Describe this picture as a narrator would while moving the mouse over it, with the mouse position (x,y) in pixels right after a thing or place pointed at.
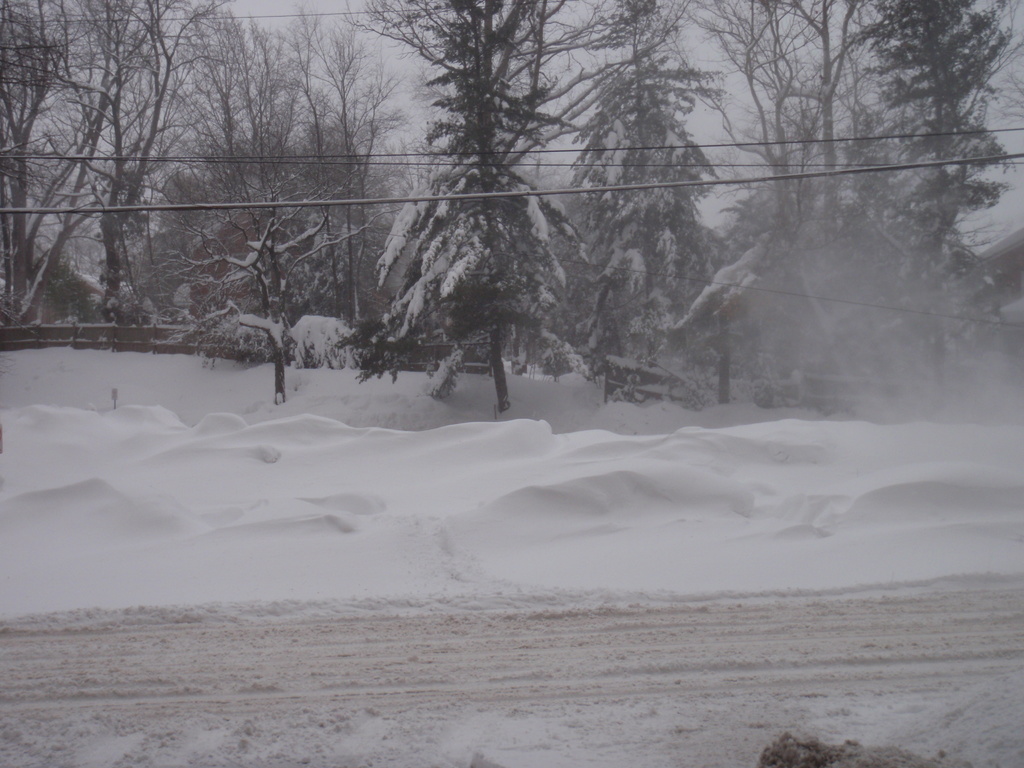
In this image, we can see trees (474,199), cables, fence (199,337) and some objects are covered by snow (241,534). At the bottom (226,565), there is snow (385,509) and a road (354,632).
